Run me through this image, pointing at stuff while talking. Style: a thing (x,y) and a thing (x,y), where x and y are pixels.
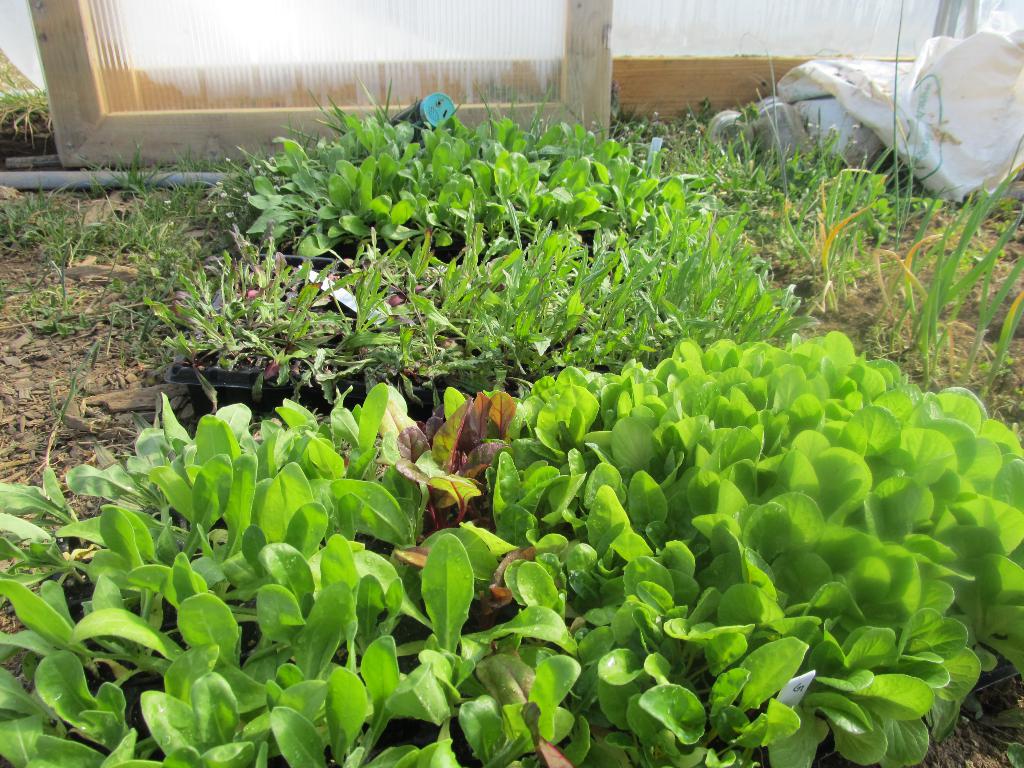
In this image at the bottom (468,664) there are some flower pots (220,382) and plants (463,349) and grass (138,323) and on the top (490,69) there are some glass boards (480,69), wooden sticks (685,85) and some covers (845,121).
